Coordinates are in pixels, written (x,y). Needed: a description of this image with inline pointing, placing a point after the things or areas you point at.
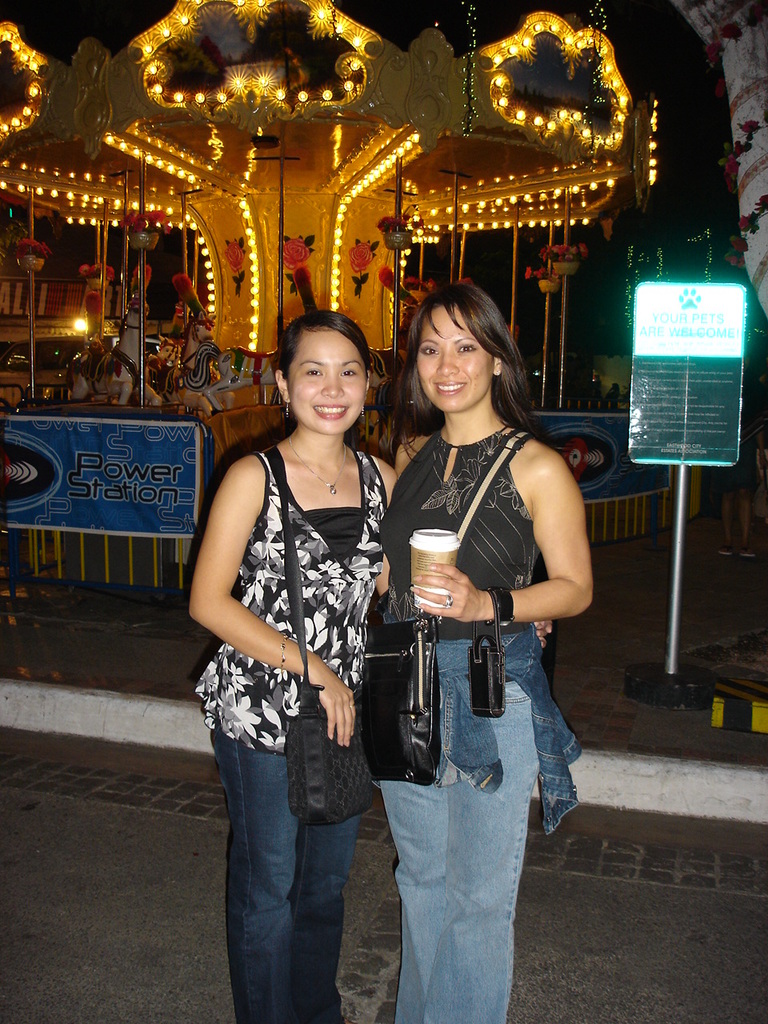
In the picture I can see two women (334,547) are standing and smiling. The woman (536,758) is holding a glass (426,605) in the hand (426,605). In the background (169,489) I can see a board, fence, lights (256,263) and some other objects (135,119) on the ground (19,795).
